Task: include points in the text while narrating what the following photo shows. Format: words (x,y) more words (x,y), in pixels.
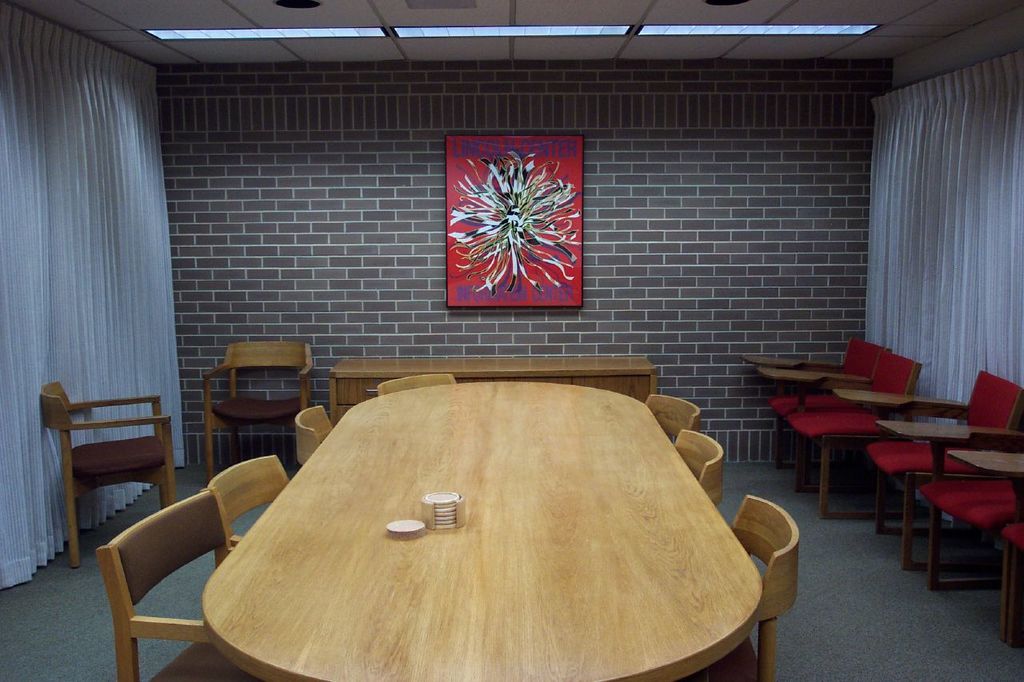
In the middle (525,431) it is a dining table (462,623), there are chairs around it and there is a frame (540,238) on this wall (413,215).
